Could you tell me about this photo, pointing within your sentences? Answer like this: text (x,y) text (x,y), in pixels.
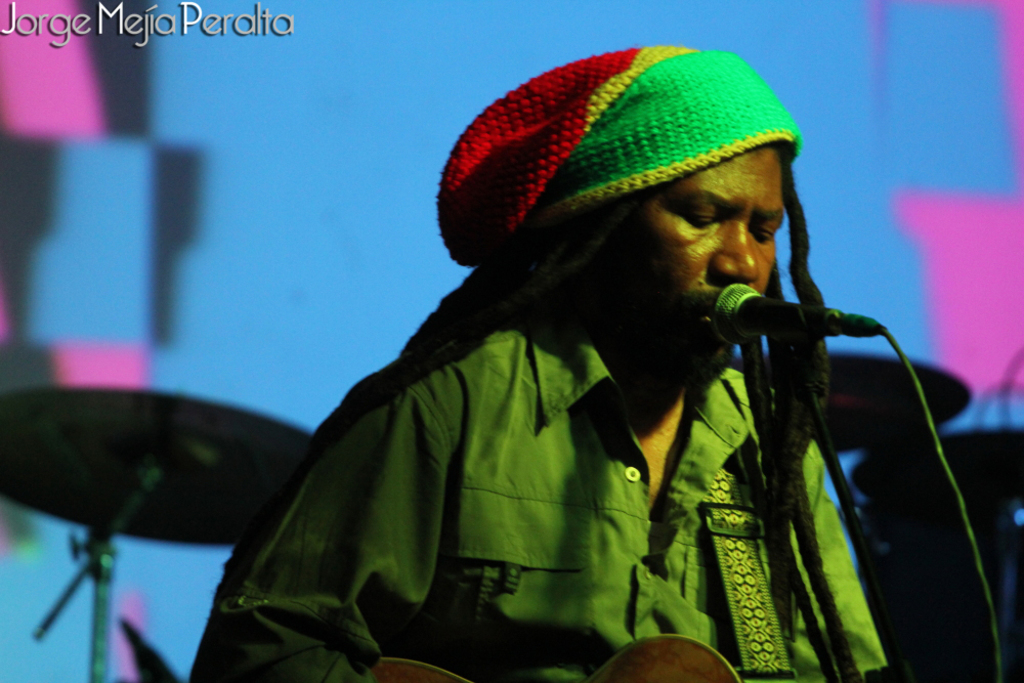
In this image I can see a person (532,462) standing in front of the mic (762,310). In the background (1020,493) I can see few musical instruments (166,455). At the top left hand corner (88,21) I can see some text (191,16).
